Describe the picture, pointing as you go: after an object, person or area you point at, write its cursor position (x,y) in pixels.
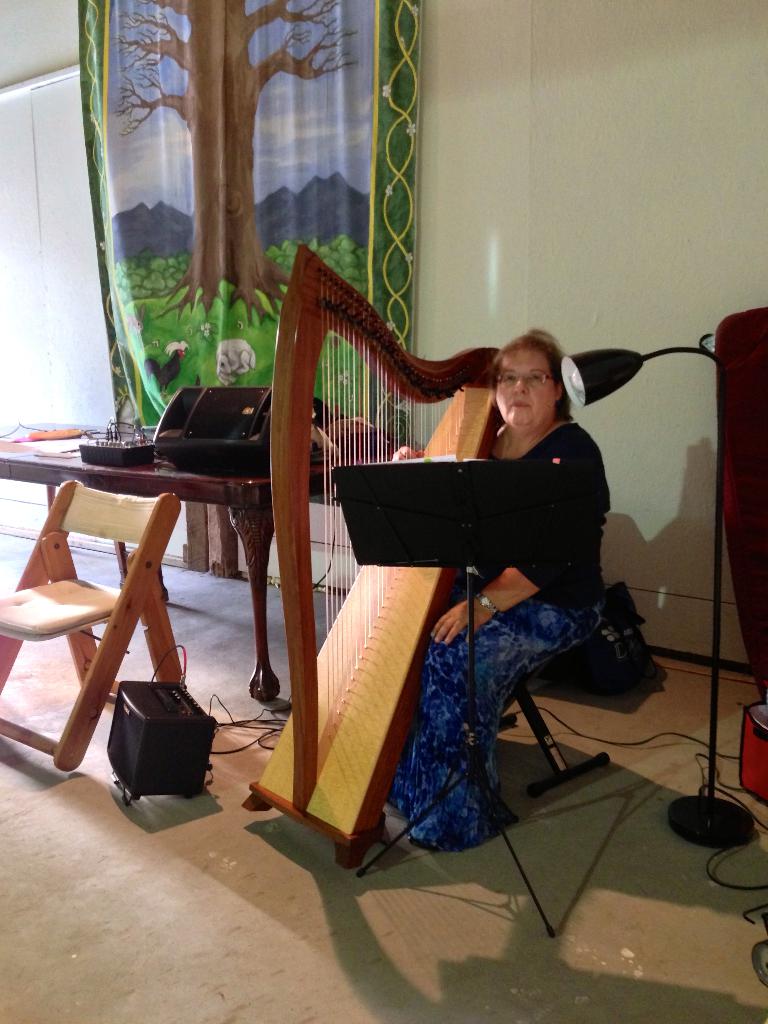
In this picture we can see a woman (527,612) is sitting on a chair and holding a harp (467,447), there is a music stand (493,508) in front of her, on the right side (661,534) we can see a lamp (594,389) and a wall (598,344), on the left side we can see a table (154,470) and a chair (81,603), there are some things (214,461) present on the table (170,465), there is a speaker (123,736) at the bottom (189,760), in the background (239,203) we can see a cloth (287,182), there is a picture (352,177) of a tree (220,96) on the cloth (209,185).
